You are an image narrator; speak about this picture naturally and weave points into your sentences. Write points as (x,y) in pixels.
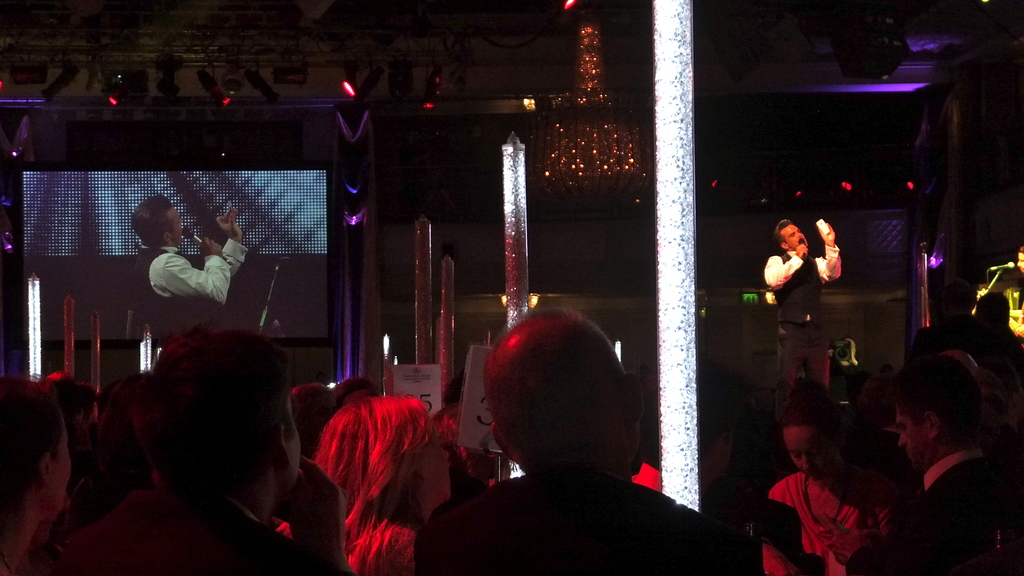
There are persons (120,391) in a hall (887,292). In the background (784,231), there are two persons (825,269) singing and standing on a stage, there are two white color pillars (513,271), there is a screen (171,190). And the background (440,223) is dark in color.
